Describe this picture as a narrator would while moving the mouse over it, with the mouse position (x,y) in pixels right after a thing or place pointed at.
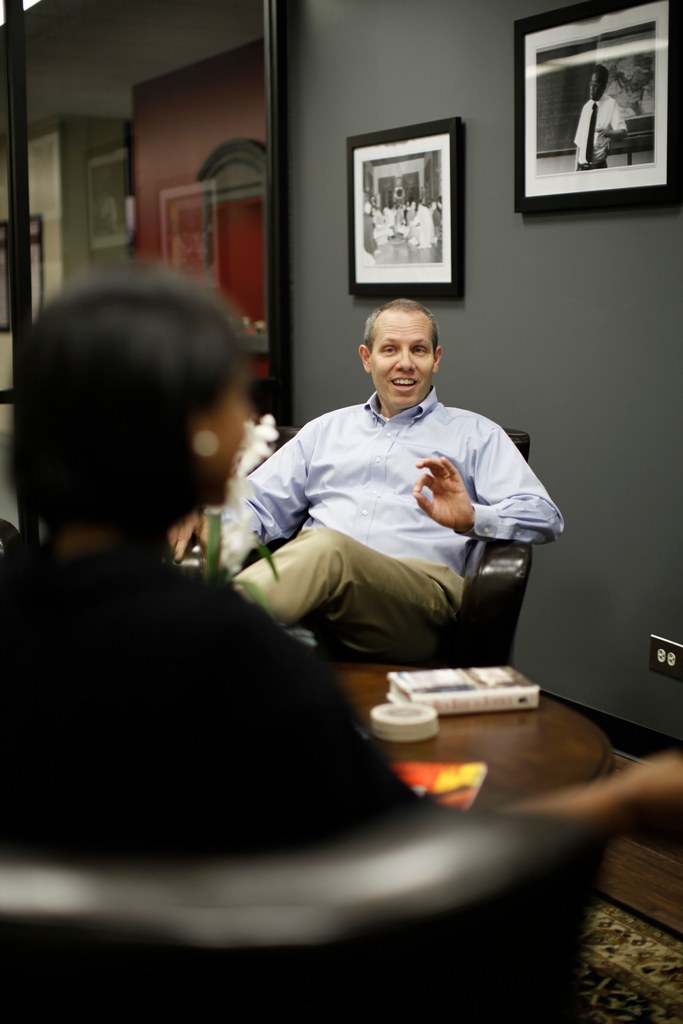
In the picture we can see a man (368,501) sitting on a chair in the opposite there is a person (117,368) sitting on a chair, between them there is a table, on the table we can see an object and book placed on it, in the background (568,143) we can see a wall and photo frames (446,292) hanged to it.
